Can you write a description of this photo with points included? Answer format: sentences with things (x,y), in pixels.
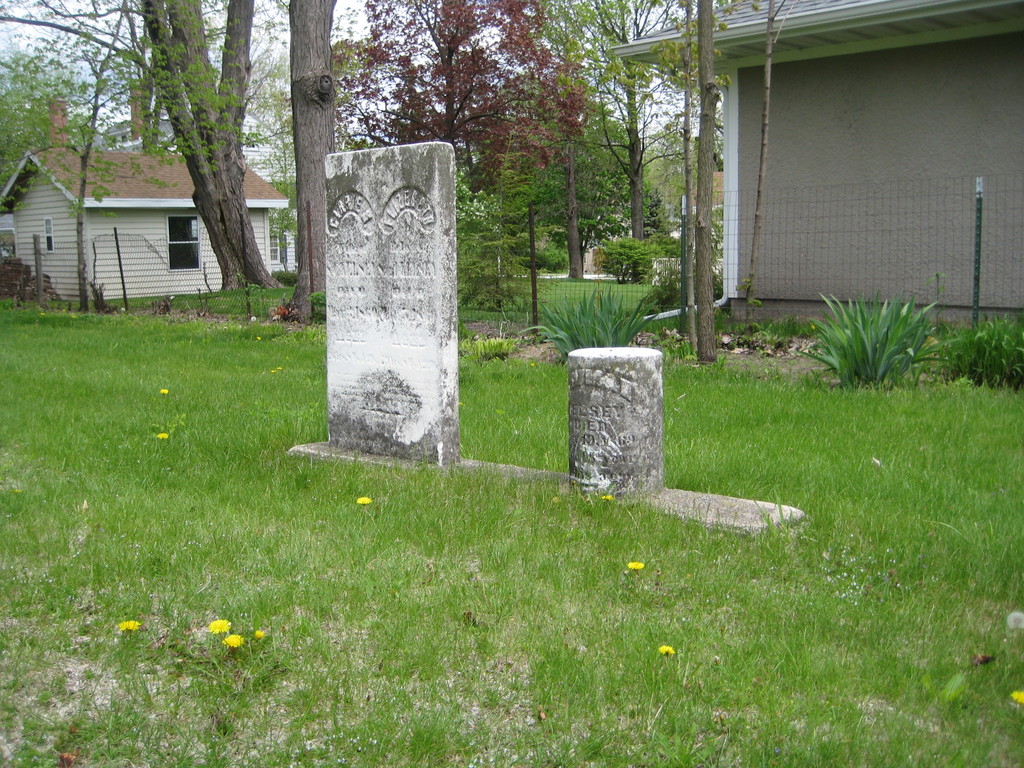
In the image there are tombstone (365,425) on the grassland (518,404), behind it there is a fence (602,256) with plants (515,268) and trees (434,128) behind it and two buildings (891,157) on either side.
